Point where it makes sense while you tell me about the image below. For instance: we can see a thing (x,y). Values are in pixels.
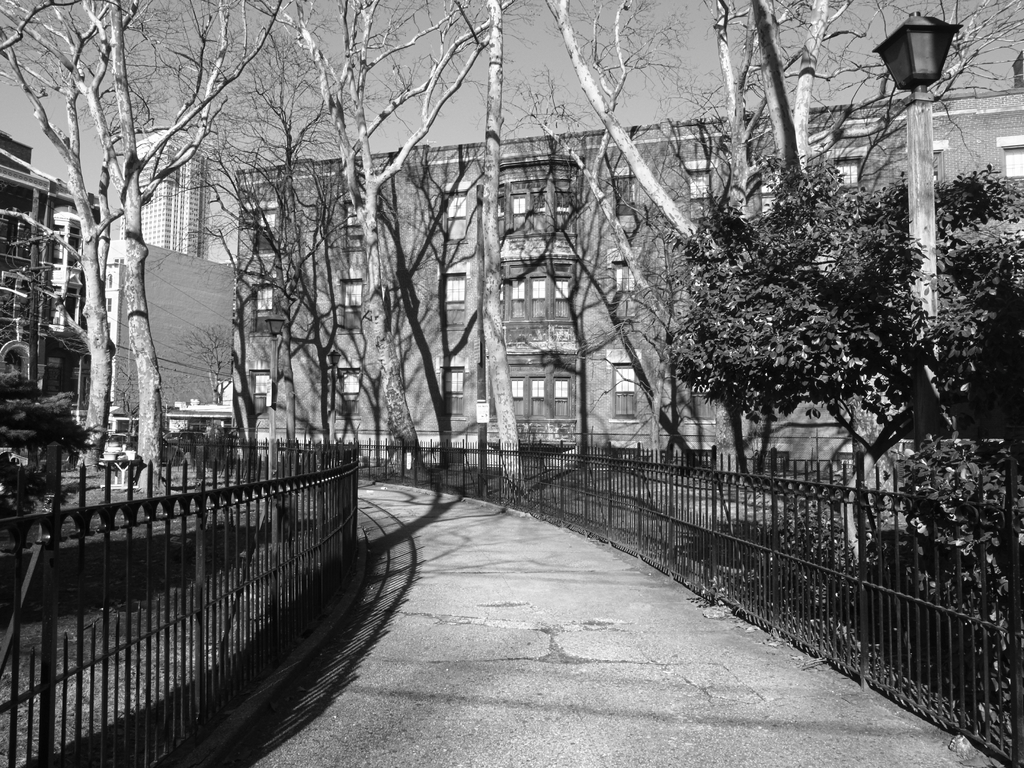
In this picture we can see fencing (848,566) on the right side (831,566) and left side (322,547), in the background (580,202) there are some buildings (503,181), we can see trees (727,290) and a light (916,70) in the middle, there is the sky (540,75) at the top of the picture (540,75), it is a black and white image.
